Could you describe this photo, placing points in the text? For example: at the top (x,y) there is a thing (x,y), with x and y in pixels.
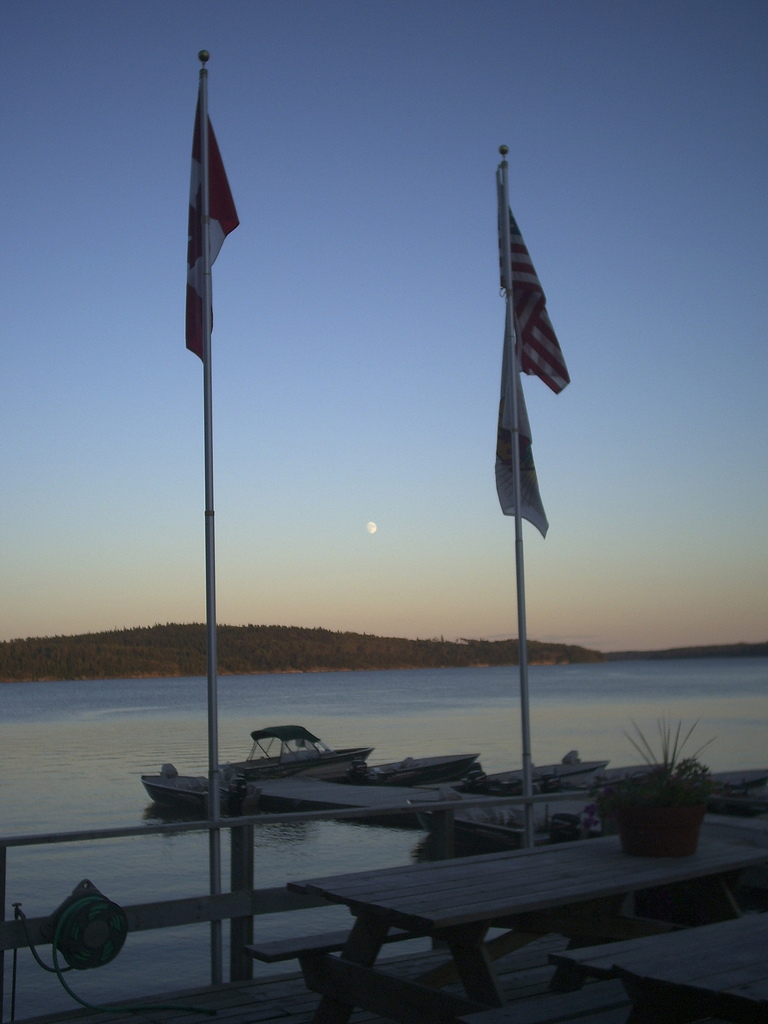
In the image we can see there are two poles (214,943) on which there are flags (529,442) and there is a pot of plant (659,846) kept on the bench (648,871). Behind there are boats (331,765) standing on the water (227,754) and there is a hill (225,646) covered with trees (289,642).
